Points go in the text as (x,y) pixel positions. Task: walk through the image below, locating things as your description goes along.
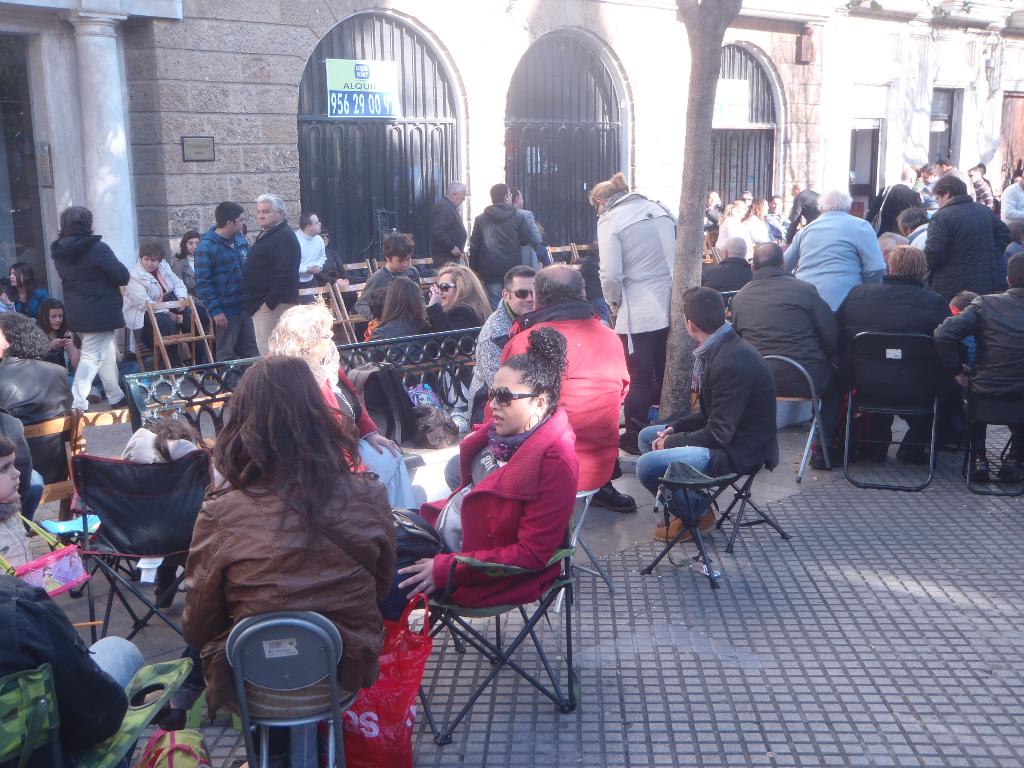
In this picture i could see some persons (924,326) sitting on the chair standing and talking to each other in the street (428,477). In the background (405,83) i could see the windows (401,98) which are made of metal (405,118) and a pillar (99,151).
